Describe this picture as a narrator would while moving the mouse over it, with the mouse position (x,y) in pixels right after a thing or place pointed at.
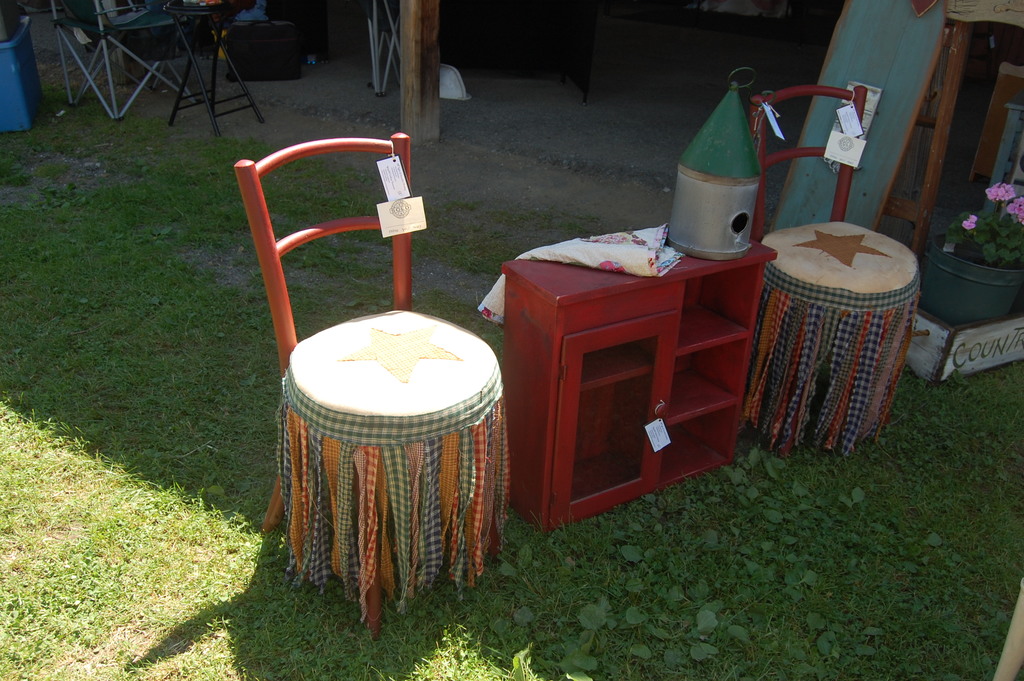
In this picture I can see the stools (467,368) and a wooden box (608,360) in the middle (600,390), on the right side (975,226) there are flowers (964,228) and plants (977,232), in the top left hand side (96,78) those look like the chairs (147,76).
